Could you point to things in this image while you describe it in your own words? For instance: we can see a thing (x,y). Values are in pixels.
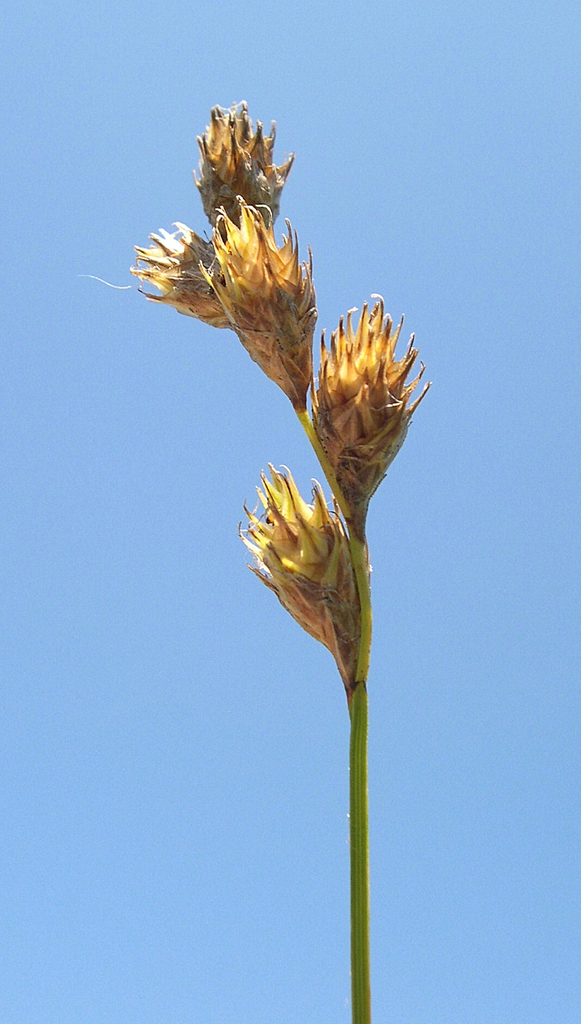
In this picture we can see flowers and in the background (521,461) we can see the sky (81,375).
